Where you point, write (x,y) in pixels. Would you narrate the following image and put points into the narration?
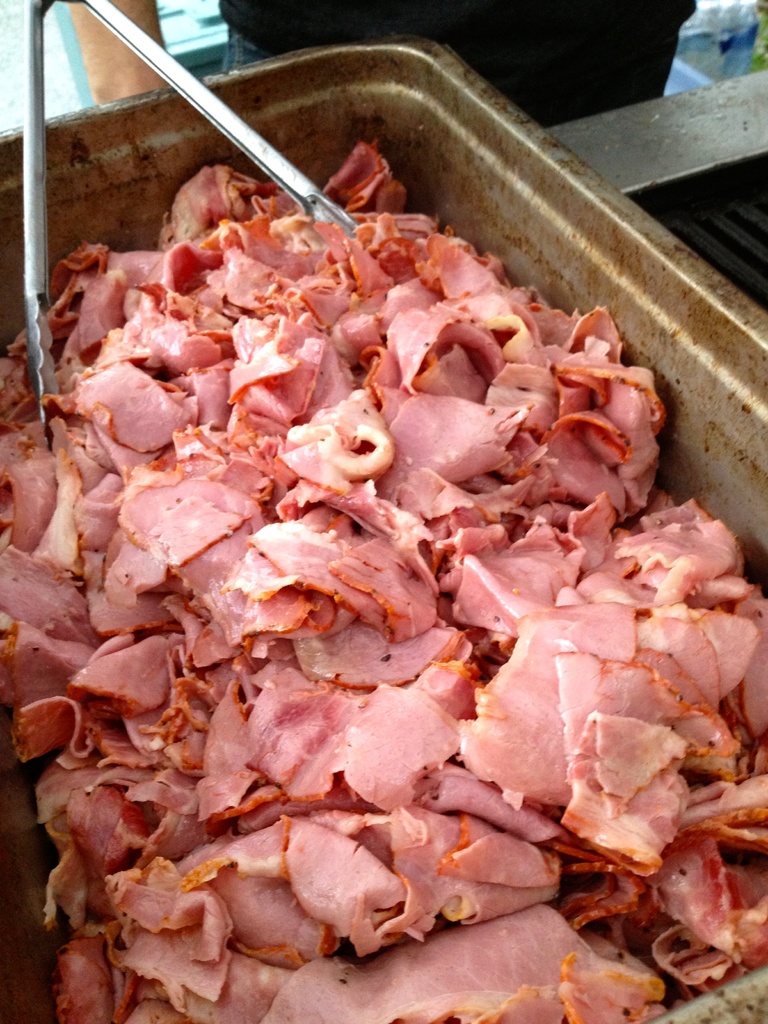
In the center of the image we can see one container (11,244). In the container (96,176), we can see pieces of meat (303,729) and one object (29,345). In the background (8,126), we can see a few other objects (731,123).
